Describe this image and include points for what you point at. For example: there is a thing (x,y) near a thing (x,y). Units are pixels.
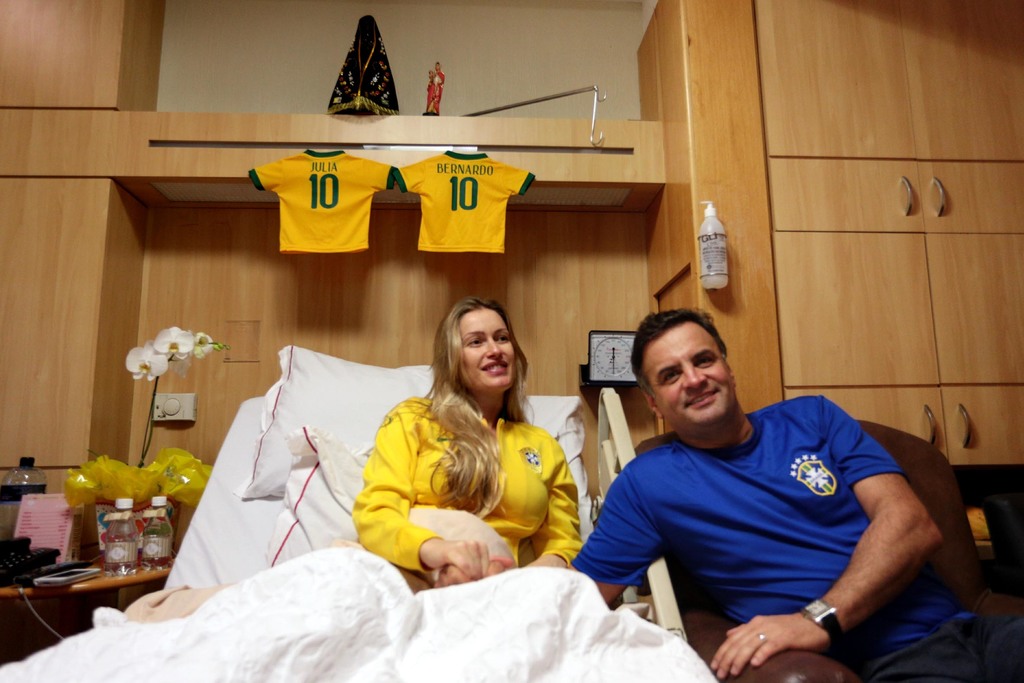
In this image i can see a woman (449,439) wearing a yellow dress (420,466) lying on the bed (360,460), on the bed (364,464) i can see 2 pillows (328,384) and a bed sheet (383,631). I can see a man (778,601) sitting on the couch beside the bed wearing a watch (815,601) and blue t shirt (760,517). In the background (121,538) i can see few bottles (149,524), a telephone (15,556), a mobile (63,569), a flower (152,367), 2 t shirts (306,239) and the wall (555,54).
